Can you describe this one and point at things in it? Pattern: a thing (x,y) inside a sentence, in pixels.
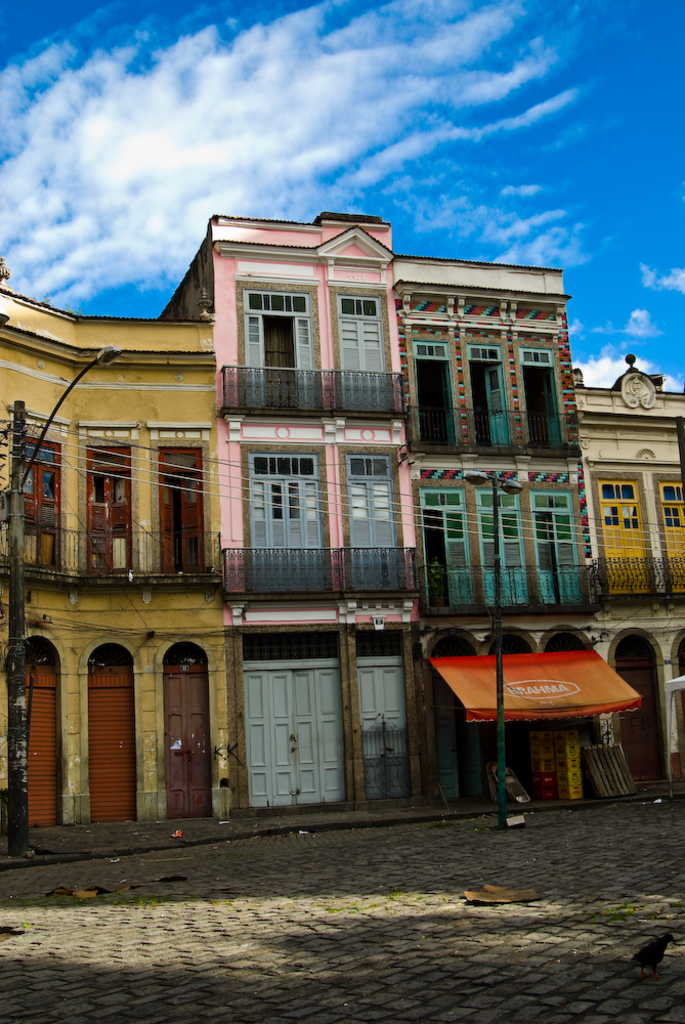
In this picture we can see bird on the surface (366,969), poles (19,635), lights (483,478) and wires (430,517). We can see building (336,492), doors (254,531) and railings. In the background of the image (497,59) we can see sky (571,79) with clouds (455,60).
